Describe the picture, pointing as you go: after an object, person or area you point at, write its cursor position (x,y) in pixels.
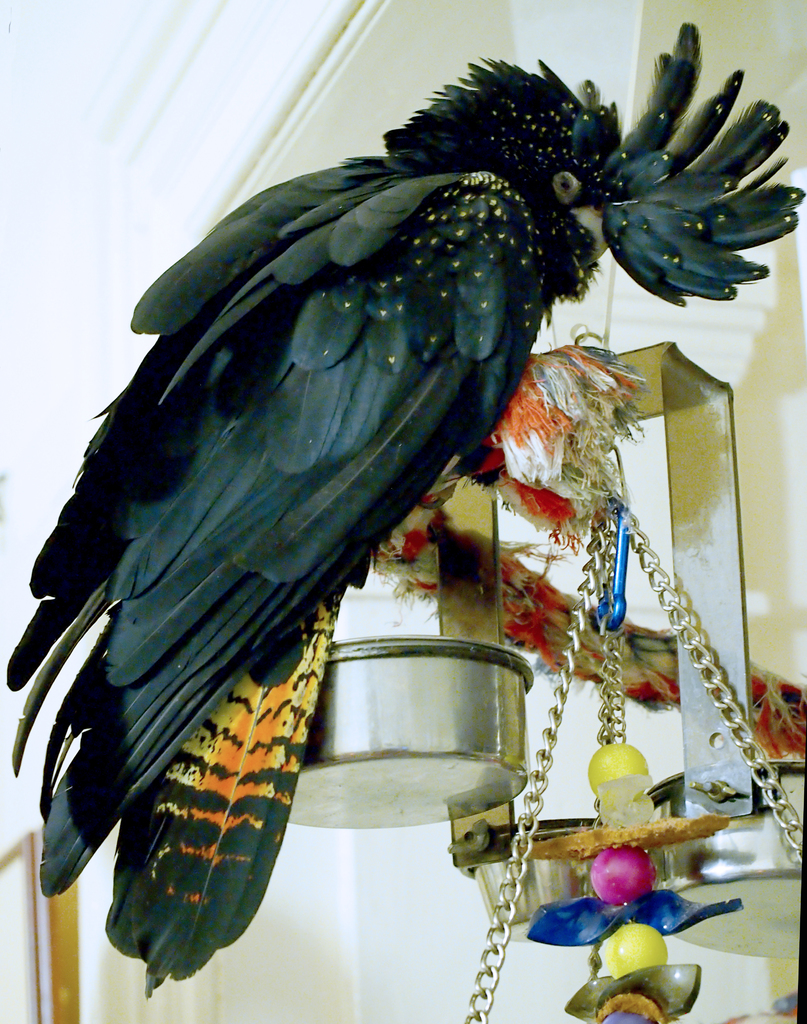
In this picture we can see a bird (660,258), bowls (396,671), chains (771,802) and in the background (534,746) we can see wall (363,948).
